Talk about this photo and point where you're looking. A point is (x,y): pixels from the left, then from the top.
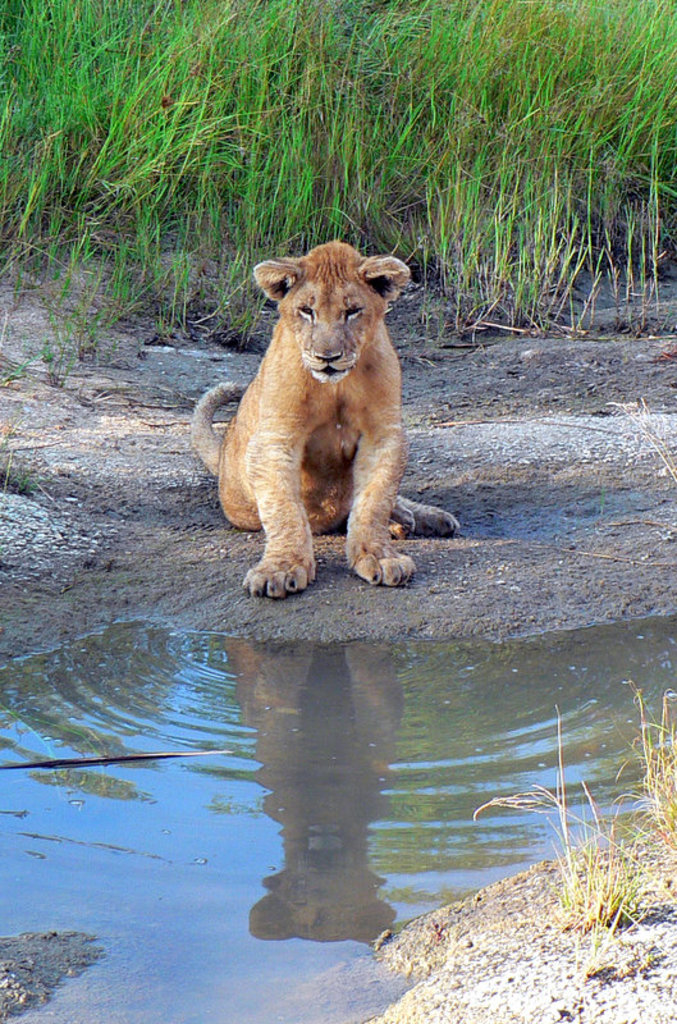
In the center of the image (270,368), we can see a lion (277,473) and in the background (249,84), there is grass (309,153) and in the foreground (347,851), there is water (351,808).
